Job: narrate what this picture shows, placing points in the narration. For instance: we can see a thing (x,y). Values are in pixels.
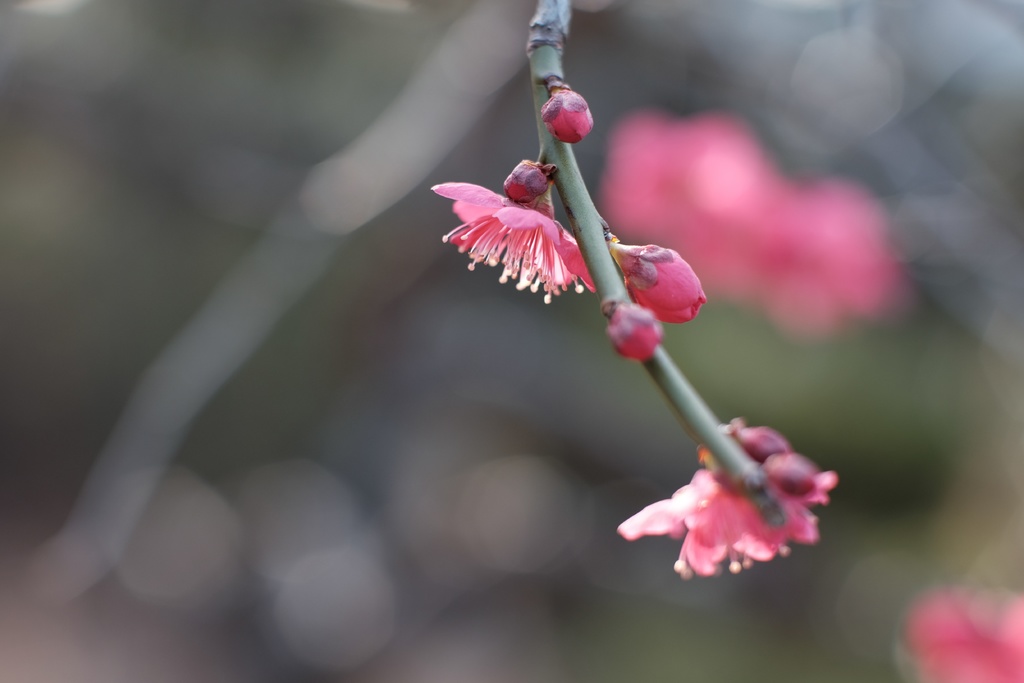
Here we can see pink flowers (700,490), buds (557,123) and stem (534,85). Background (807,153) it is blur.
